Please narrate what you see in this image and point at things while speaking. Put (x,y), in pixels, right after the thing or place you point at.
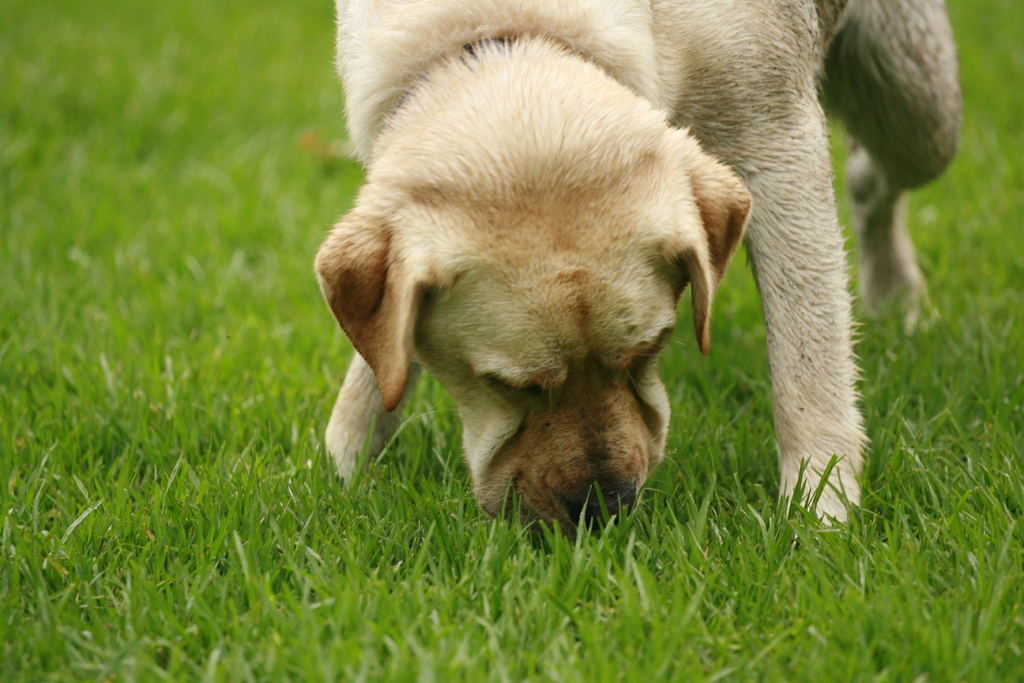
In the image there is a dog (457,121) grazing the grass (513,544), it is standing on the ground (881,316) filled with grass (174,428).
